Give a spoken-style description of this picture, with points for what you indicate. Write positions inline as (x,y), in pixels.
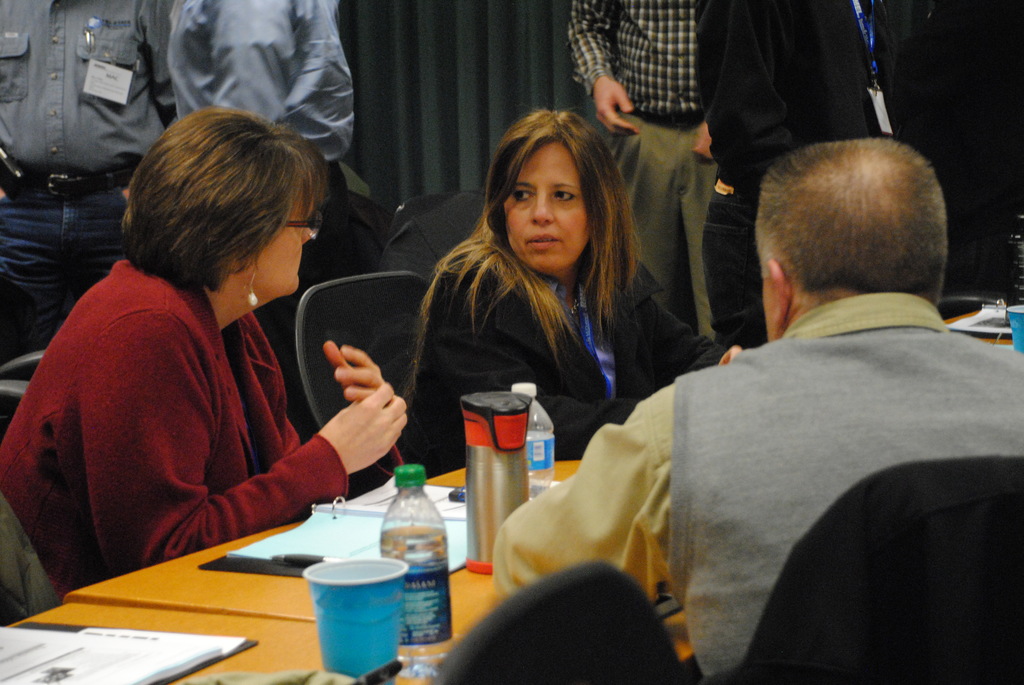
In this image there are files (262,570) with papers (305,542), pen (297,560), bottles (493,534), glasses (344,635) on the table (677,641), and there are three persons (576,375) sitting on the chairs (983,654), and in the background (37,3) there are group of people (657,204) standing.
